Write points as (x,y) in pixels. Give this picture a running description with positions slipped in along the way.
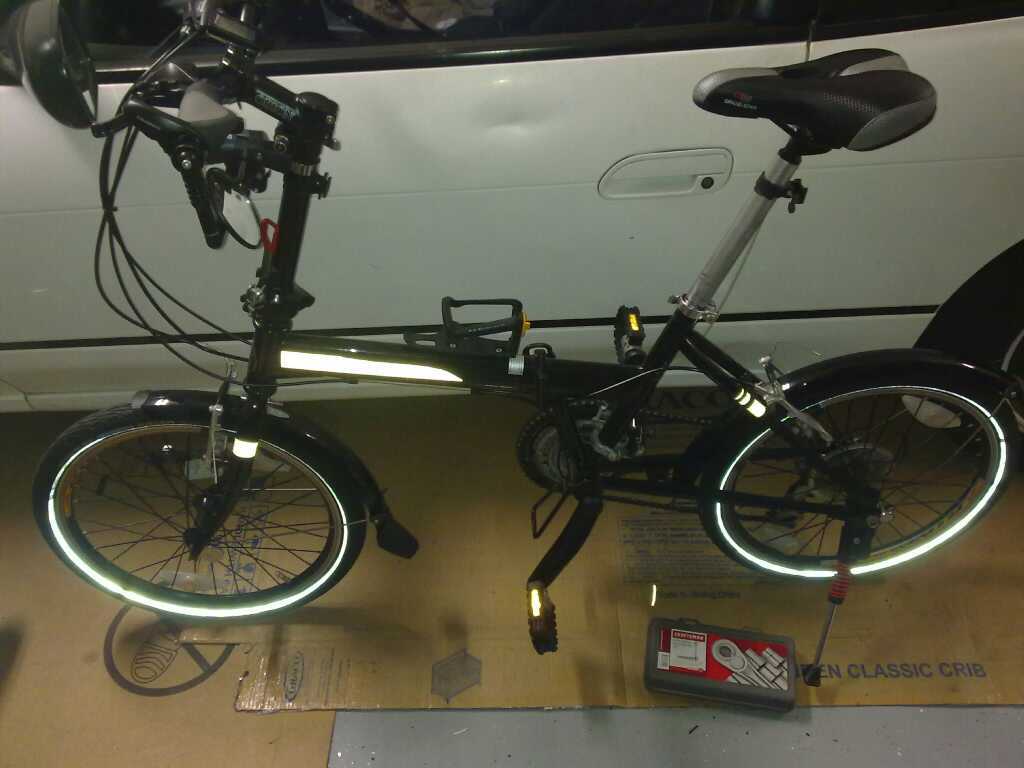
In this picture, we see bicycle (549,489) in black color. Beside that, we see a car (389,170) which is in white color. At the bottom of the picture (712,637), we see a plastic box (766,691) which is in grey and red color.
